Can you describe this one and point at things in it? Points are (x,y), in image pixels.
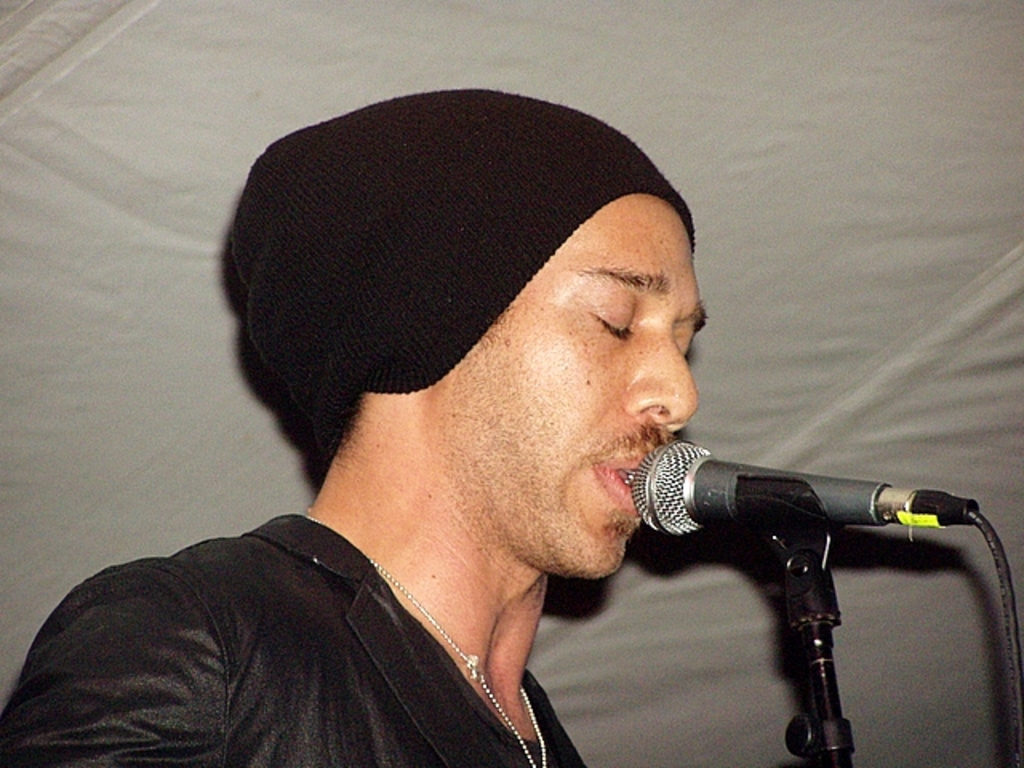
In the middle of the image (679,301) a man (610,282) is standing. Behind him there is cloth (791,341). In the bottom right side of the image (798,541) there is a microphone (641,505).
